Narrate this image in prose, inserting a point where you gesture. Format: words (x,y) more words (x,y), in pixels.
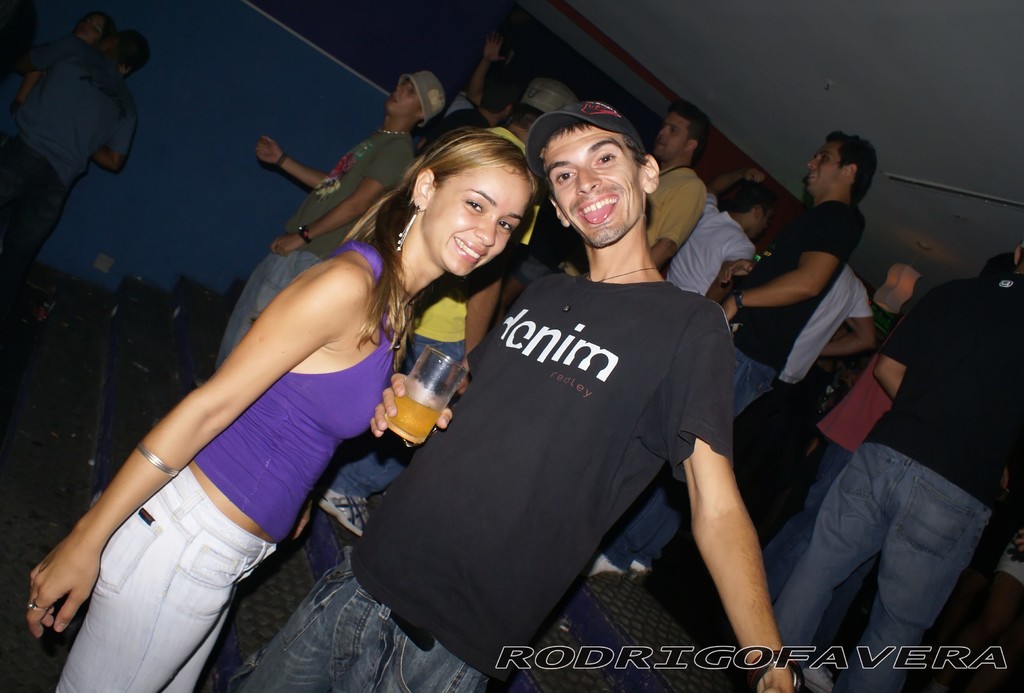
In the foreground of this image (403,440), there is a couple (390,486) standing and having smile on their faces (582,237) and the man (454,410) is holding a glass (415,393) in his hand (388,408). In the background (799,233), there are persons (79,98) standing, stairs (122,337), wall (207,153), ceiling (882,91) and the light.
